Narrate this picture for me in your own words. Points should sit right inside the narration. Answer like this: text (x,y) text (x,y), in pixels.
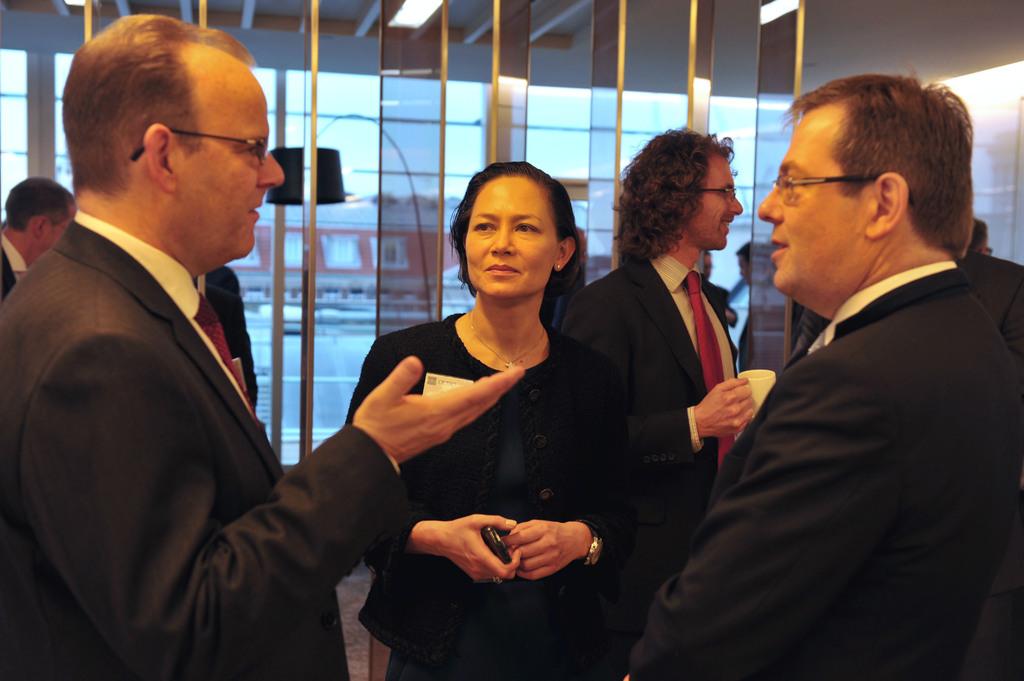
In this picture we can see a group of people (624,416) standing on the floor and the man (690,397) in the black blazer (692,385) is holding a white cup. Behind the people (616,602) there are glasses (486,143).
